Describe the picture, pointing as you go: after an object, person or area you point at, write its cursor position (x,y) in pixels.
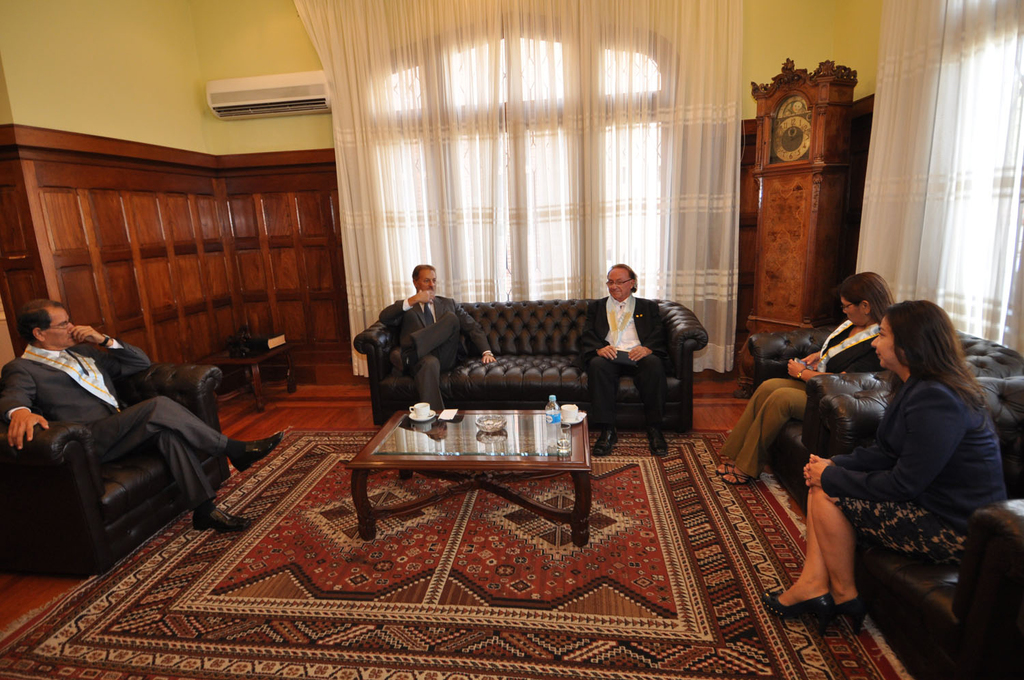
In this picture we can see 5 people (981,437) who are sitting on sofas (546,354). Here we can see table (582,478) on which tea cups (564,411), water bottles (551,411) and some bowl (488,429) and water glass (562,431) are present. Here there is a large mat (485,611) present. In the background (442,19) we can see large curtain (342,85), yellow colored walls (215,61), air conditioner (240,87), here we can see another table (292,365). It is looking like a big room (262,524).
